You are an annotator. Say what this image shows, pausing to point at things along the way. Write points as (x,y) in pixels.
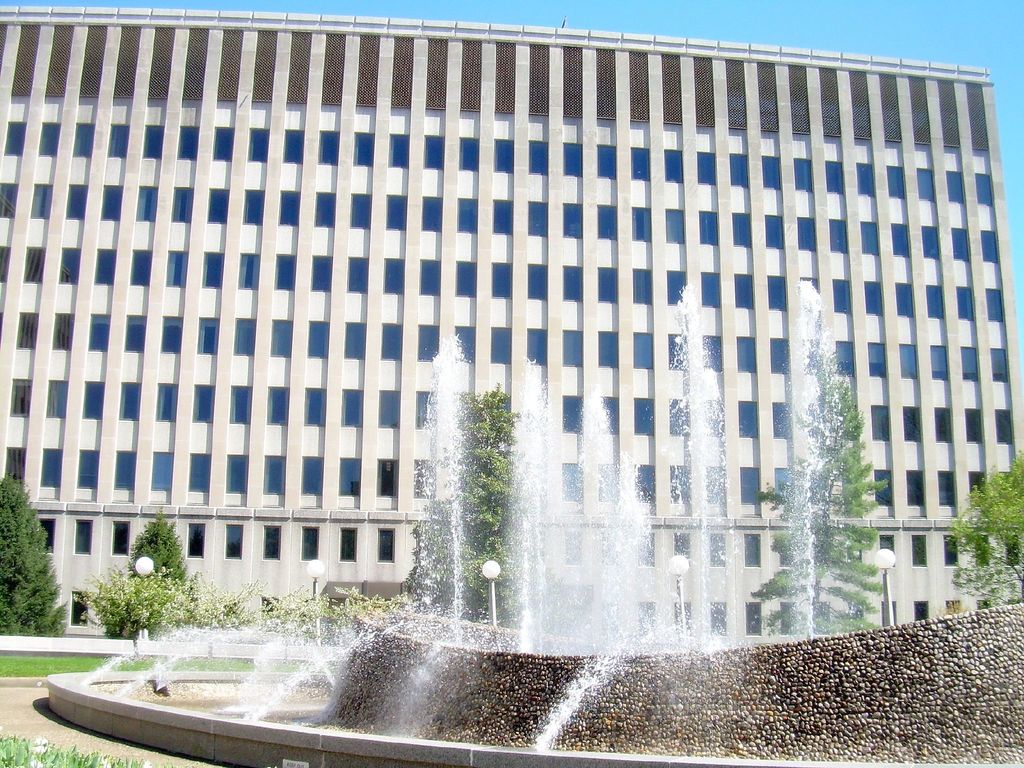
There are fountains (496,658) and lamp poles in the foreground area of the image (533,675), there are trees (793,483), building (666,282) and the sky (756,25) in the background (412,302).
